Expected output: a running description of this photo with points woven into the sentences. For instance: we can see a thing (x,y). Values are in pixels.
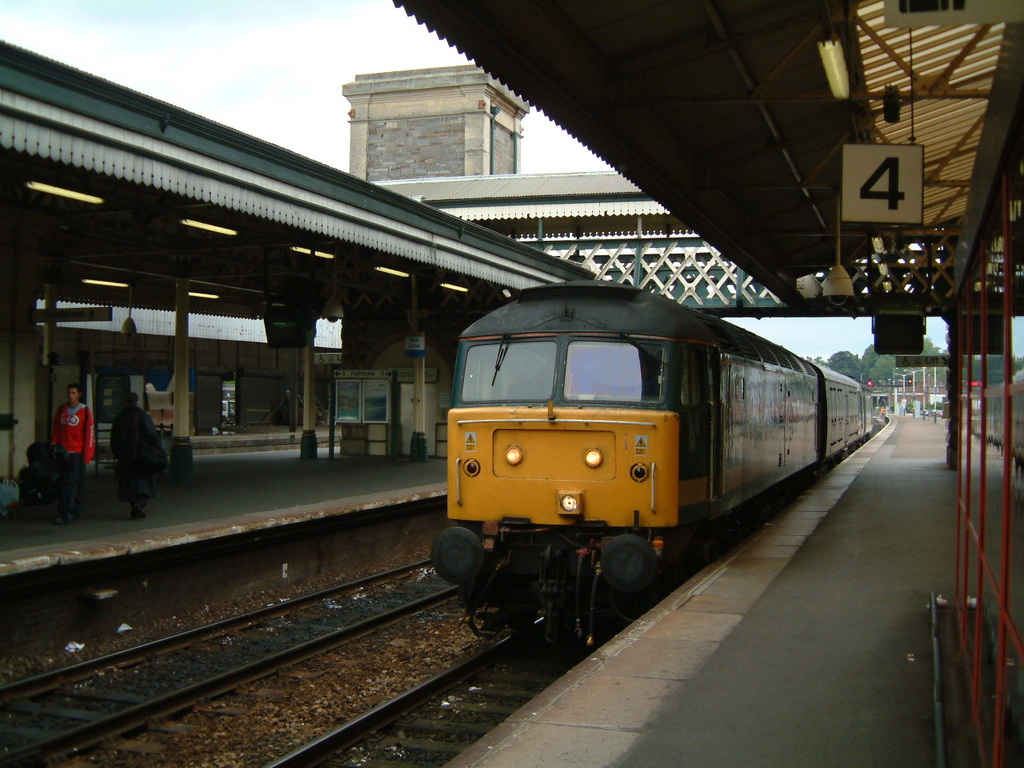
In the image there is a train (603,374) on a railway track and on the right side (788,547) there is an empty platform (899,432), on the left side (136,416) there are few people (65,440) standing on the platform (285,457), there is a roof (619,45) above the platform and in the background (559,199) there is a bridge (523,235) and behind the bridge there are some poles (923,372) and trees (873,359).
